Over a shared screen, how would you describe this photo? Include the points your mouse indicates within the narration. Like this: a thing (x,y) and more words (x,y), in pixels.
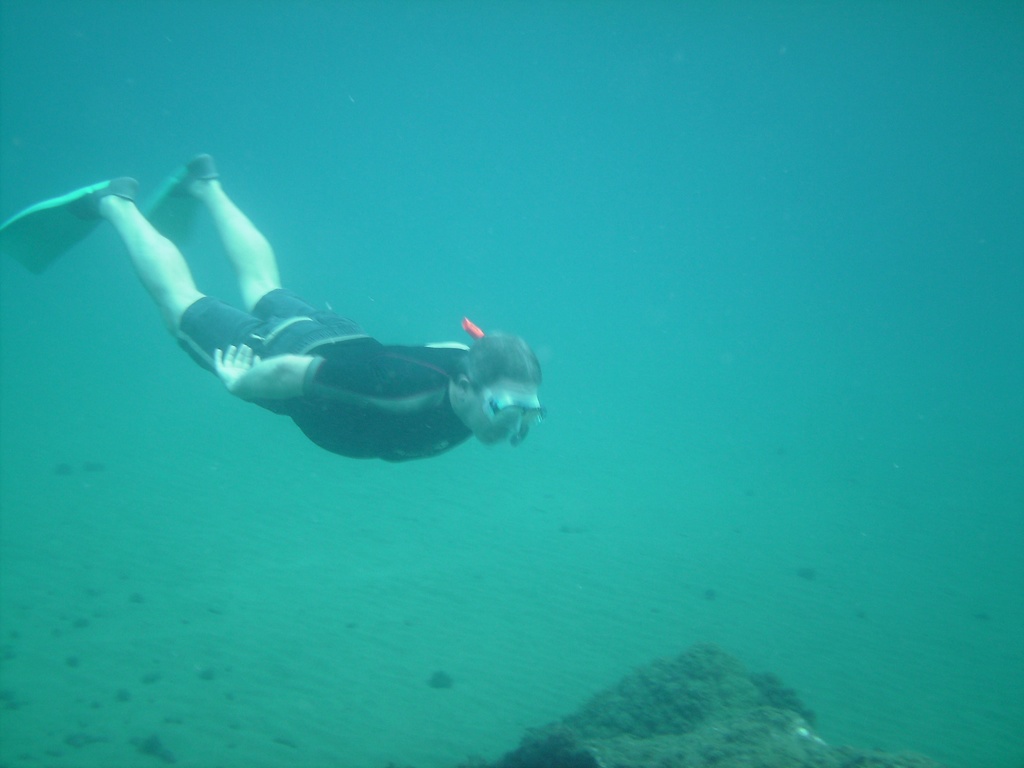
In this image there is water (612,621), there is a man (393,438) swimming, he is wearing goggles (519,406), there is an object (687,714) towards the bottom of the image (630,738), the background of the image is blue in color.
